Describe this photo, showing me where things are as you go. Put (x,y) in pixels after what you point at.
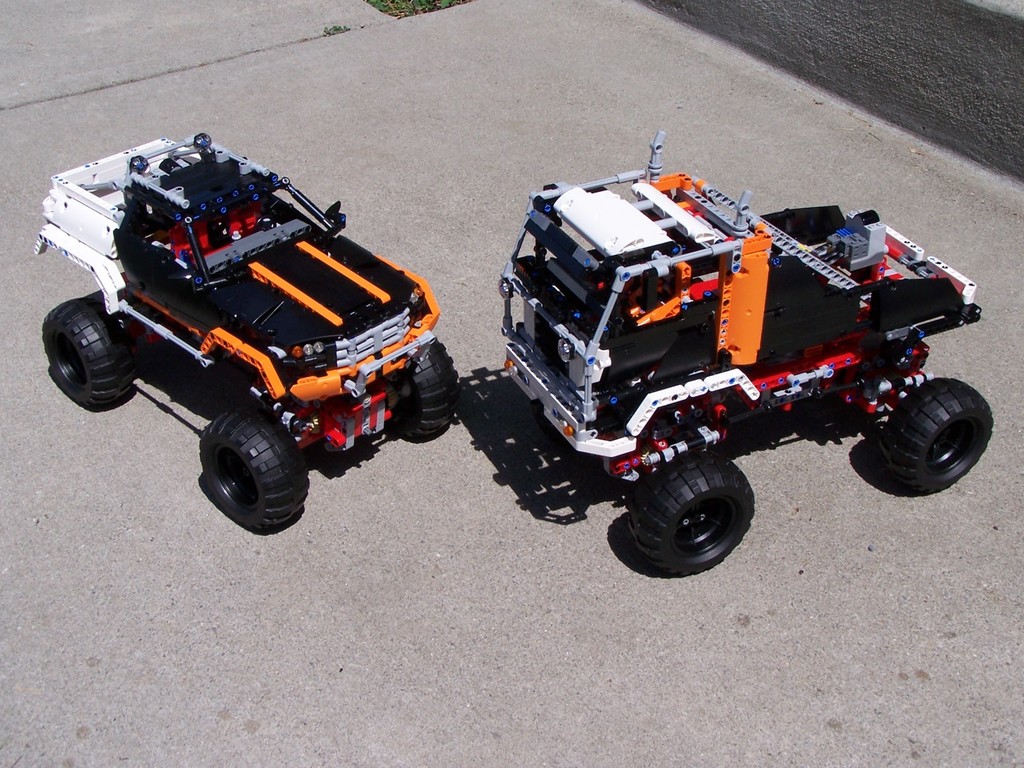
In this picture we can see toy vehicles (635,172) on a platform (433,138) and in the background (387,1) we can see grass (414,12).
